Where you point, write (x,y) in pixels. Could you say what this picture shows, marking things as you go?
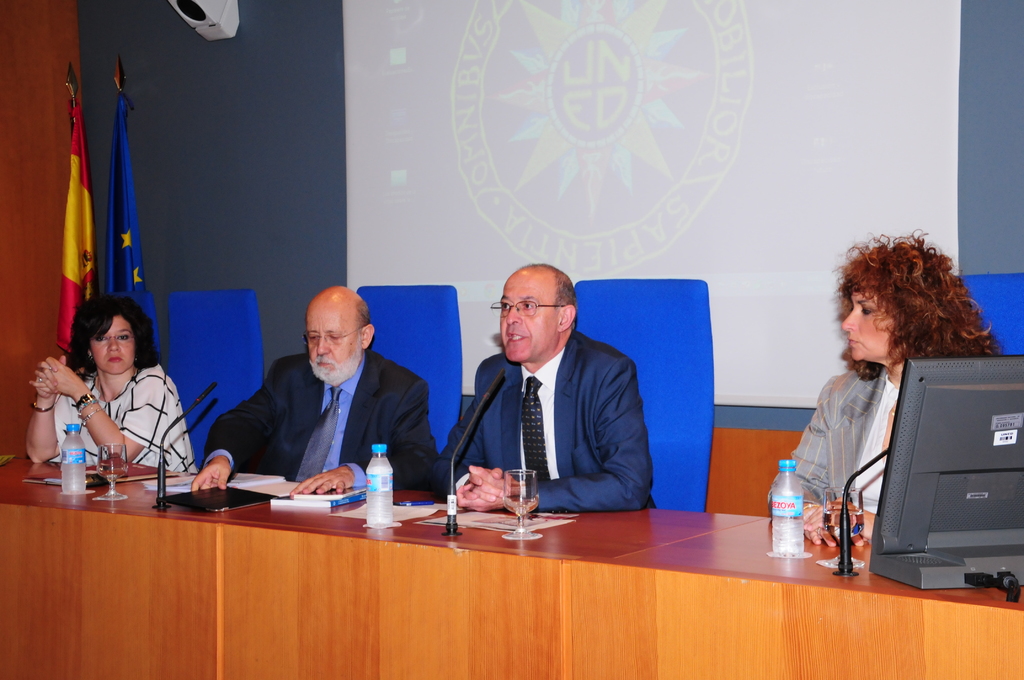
In this picture there are four persons (537,431) sitting on the chairs (711,380) in front of a table (628,532). On the table (648,539) there is a bottle (787,543), glass (519,498), paper (470,521), book (317,503) and mike's (166,432). Here we can see a person (608,486) sitting third from the left wear a suit (602,416) of blue color and having the spectacles (528,306). He is talking on the microphone (493,387). Even on the background (659,90) we can observe a screen (553,143) and on the left side (127,124) we can see two flags (87,211).
